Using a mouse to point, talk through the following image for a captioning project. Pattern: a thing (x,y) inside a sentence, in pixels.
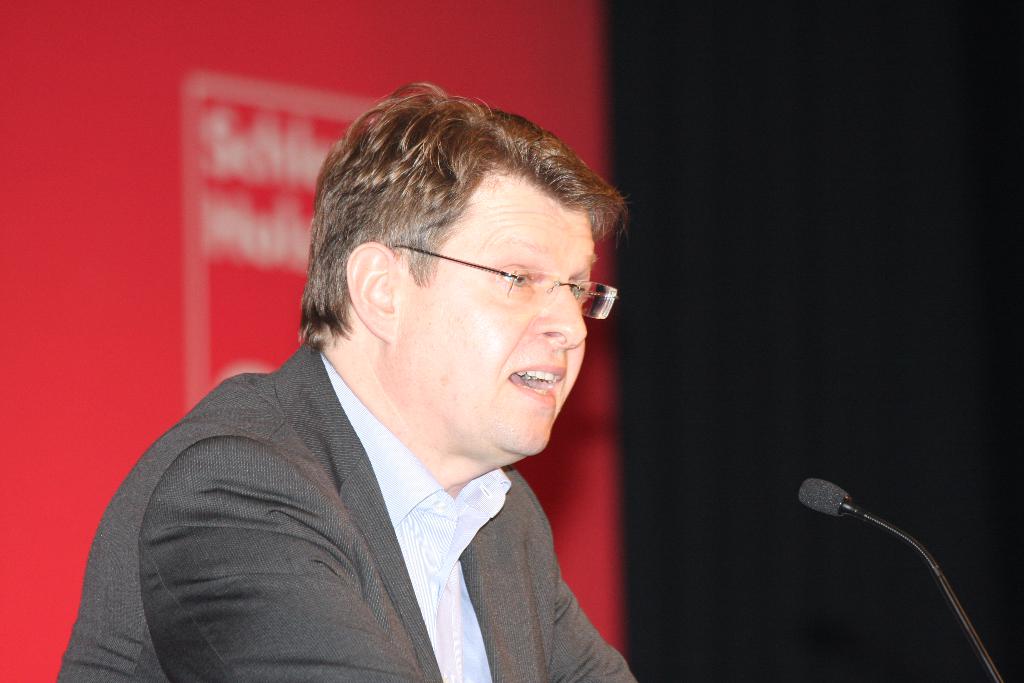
In the center of the image (435,351) a man (354,405) is standing. On the right side of the image (847,511) a mic (879,520) is present.
